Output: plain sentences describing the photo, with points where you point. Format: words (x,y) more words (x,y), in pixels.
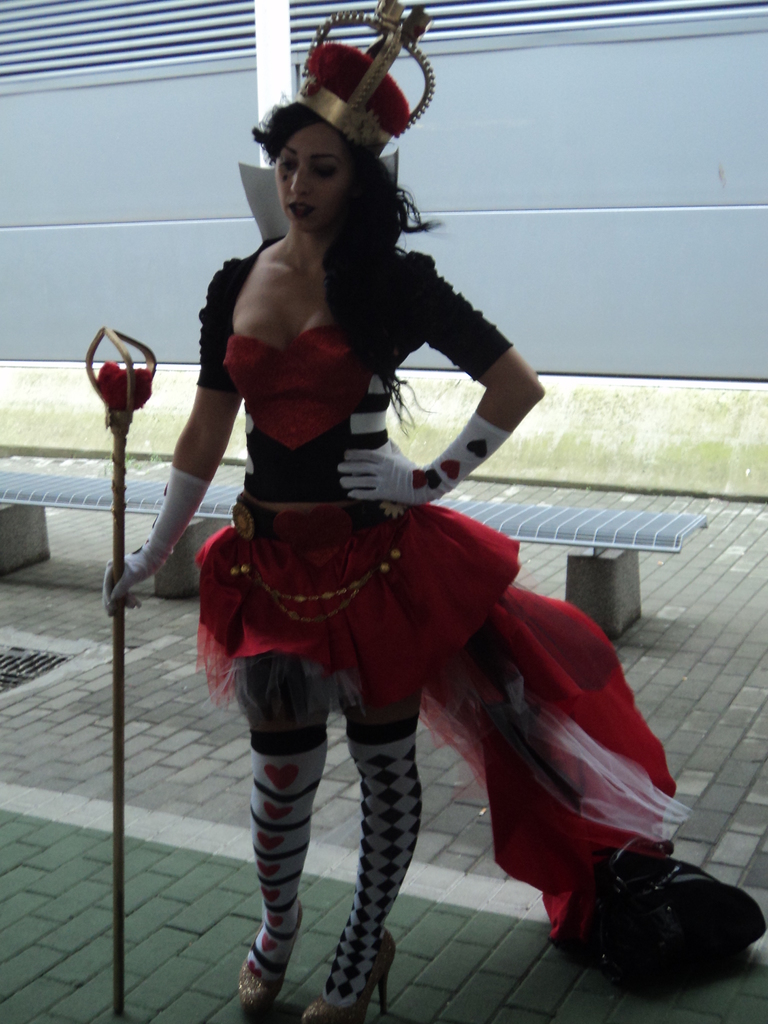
In this picture we can observe a woman (245,342) standing. She is wearing a black and red color costume (317,484) and a crown (378,92) on the head (353,223). She is holding a stick (119,563) in her hand (109,563). In the background (111,505) we can observe a bench (28,496) and a wall (240,221) which is in blue color.
